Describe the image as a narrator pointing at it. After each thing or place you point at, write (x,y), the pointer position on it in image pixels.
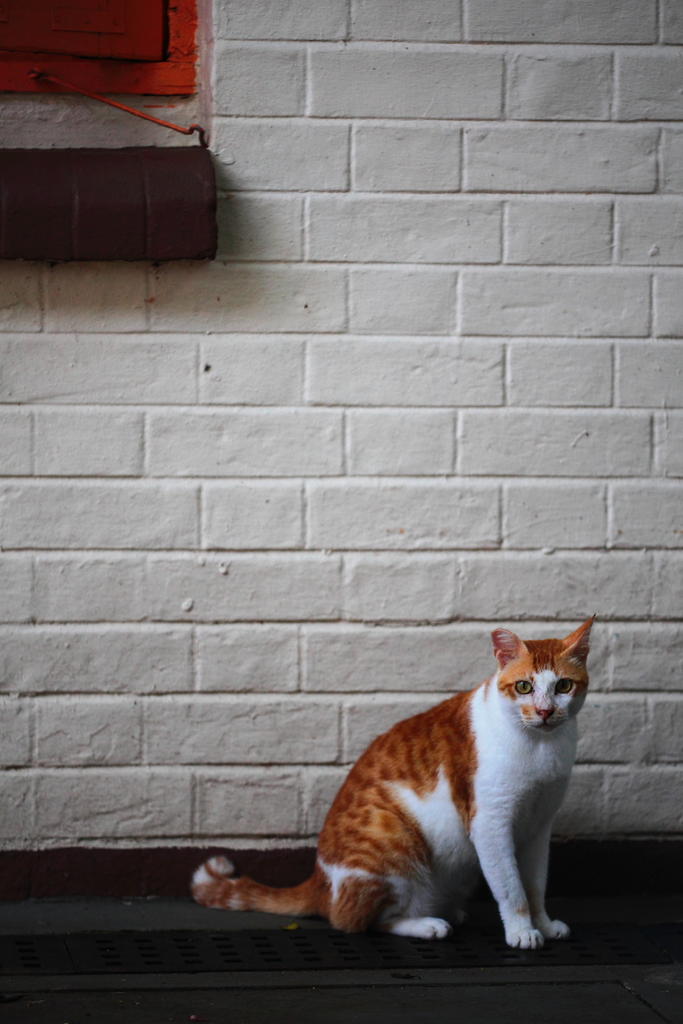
In this image there is a cat (483,753) sitting on the floor (226,1007), behind that there is a wall (250,285) on which we can see there is a window (153,80) and some object (100,169).
